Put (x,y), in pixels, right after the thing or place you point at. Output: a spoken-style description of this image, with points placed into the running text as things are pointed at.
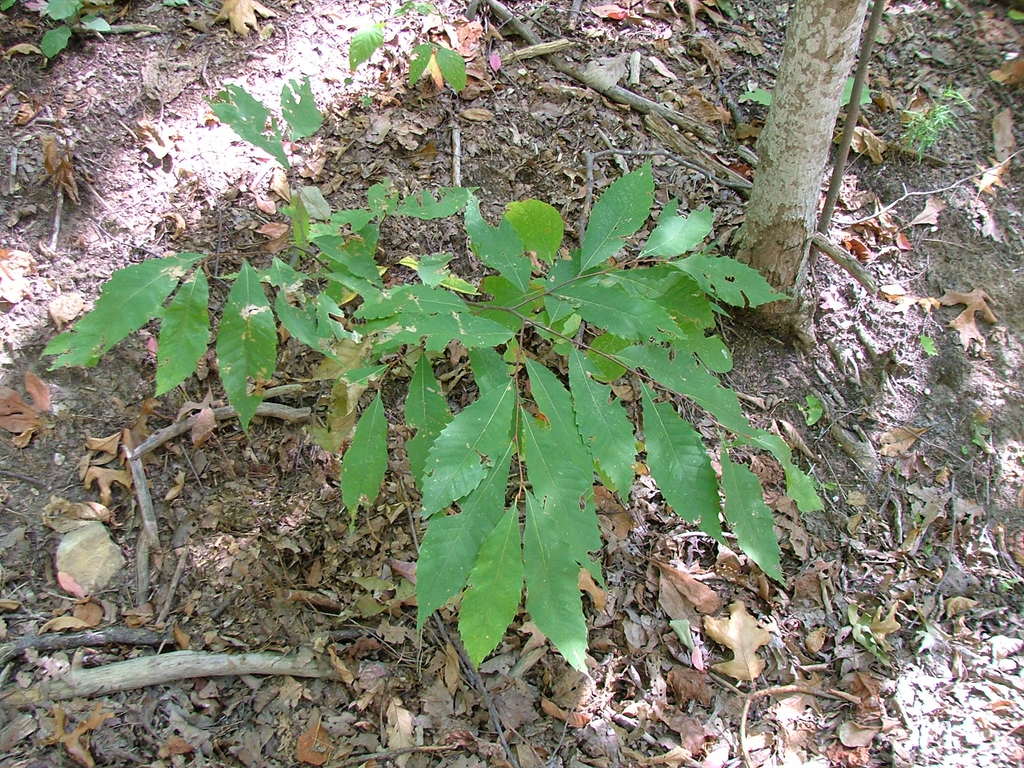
In this image I can see plants (548,617) in green color and I can also see few dried leaves (975,575) and they are in brown color.
